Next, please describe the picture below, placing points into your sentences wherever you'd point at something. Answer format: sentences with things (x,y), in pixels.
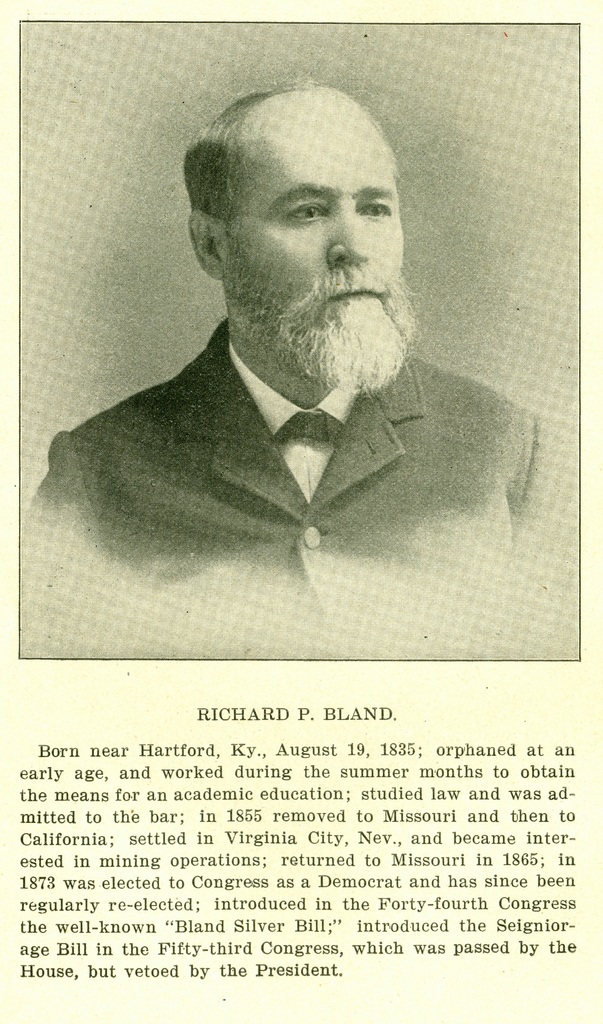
In this picture we can observe a person (326,174). This is a black and white image. There is some text (203,811) in the black color under the image of this person (111,511).
